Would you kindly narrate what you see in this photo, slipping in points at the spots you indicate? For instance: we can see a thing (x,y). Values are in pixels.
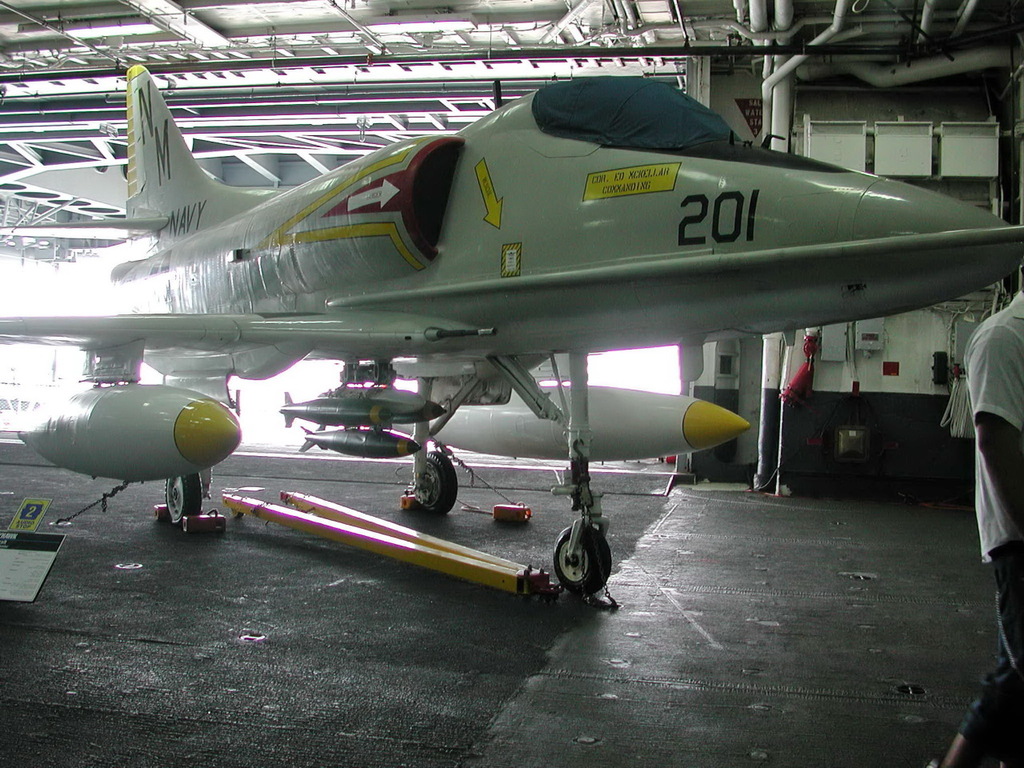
This image is taken indoors. At the bottom of the image (271,667) there is a floor (679,693). On the right side of the image (1020,342) a man (970,752) is walking on the floor (903,574). In the middle of the image (483,257) there is an airplane (961,288) on the floor (916,574). In the background (808,436) there is a wall (804,454) and there are a few pipes (784,89). At the top of the image (135,52) there is a roof (339,96) with iron bars (317,121) and pipelines (640,25).
